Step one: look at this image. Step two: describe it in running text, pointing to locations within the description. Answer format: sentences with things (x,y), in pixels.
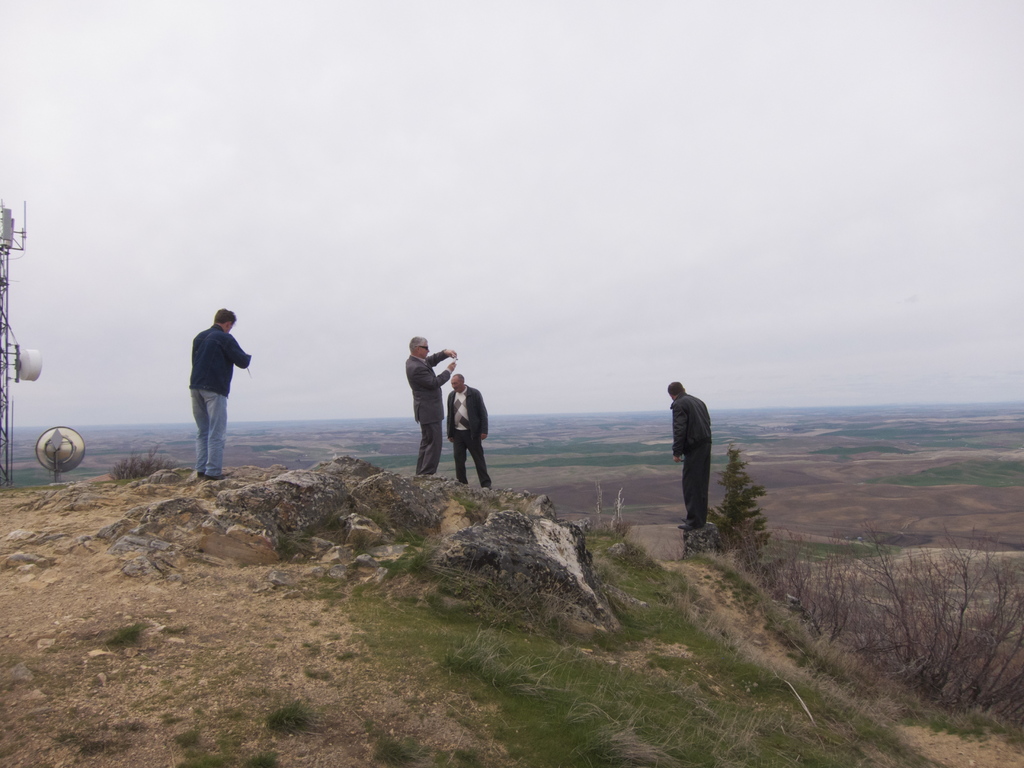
In the center of the image (440,408) we can see people (468,433) standing on the hill (521,532). On the right (982,674) there is a bush (952,628). In the background (821,383) there is sky (517,335).
